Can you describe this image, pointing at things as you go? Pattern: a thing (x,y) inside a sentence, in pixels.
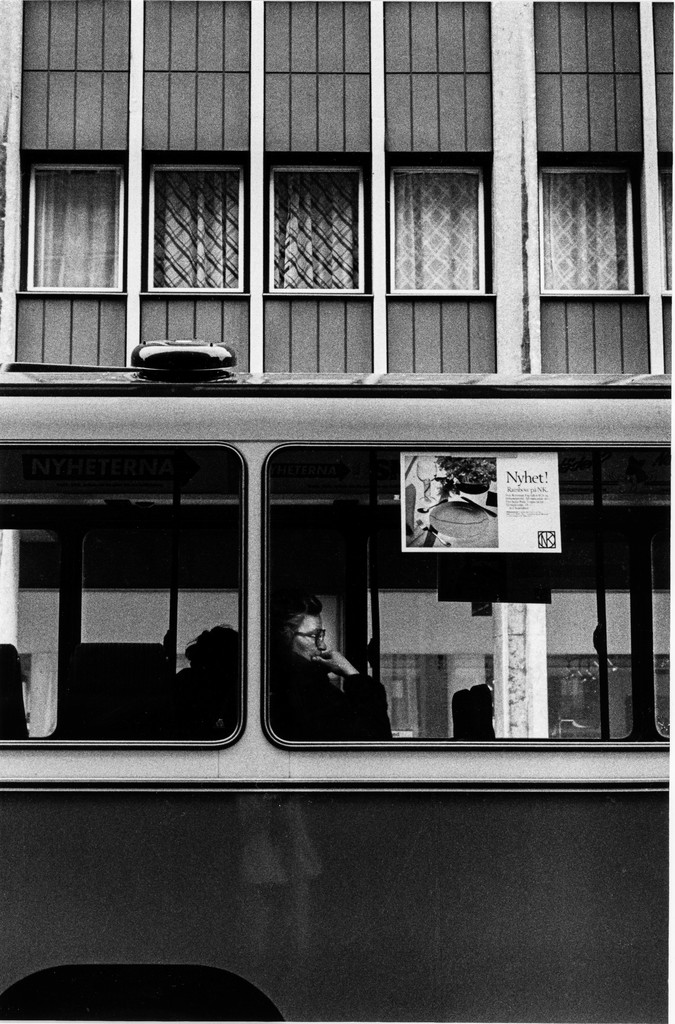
This is a black and white image. We can see a person (307,631) in the vehicle (385,486). We can also see a poster (470,494) with some images (485,504) and text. We can also see the wall (364,22) with some windows (70,265) and curtains (49,253).
